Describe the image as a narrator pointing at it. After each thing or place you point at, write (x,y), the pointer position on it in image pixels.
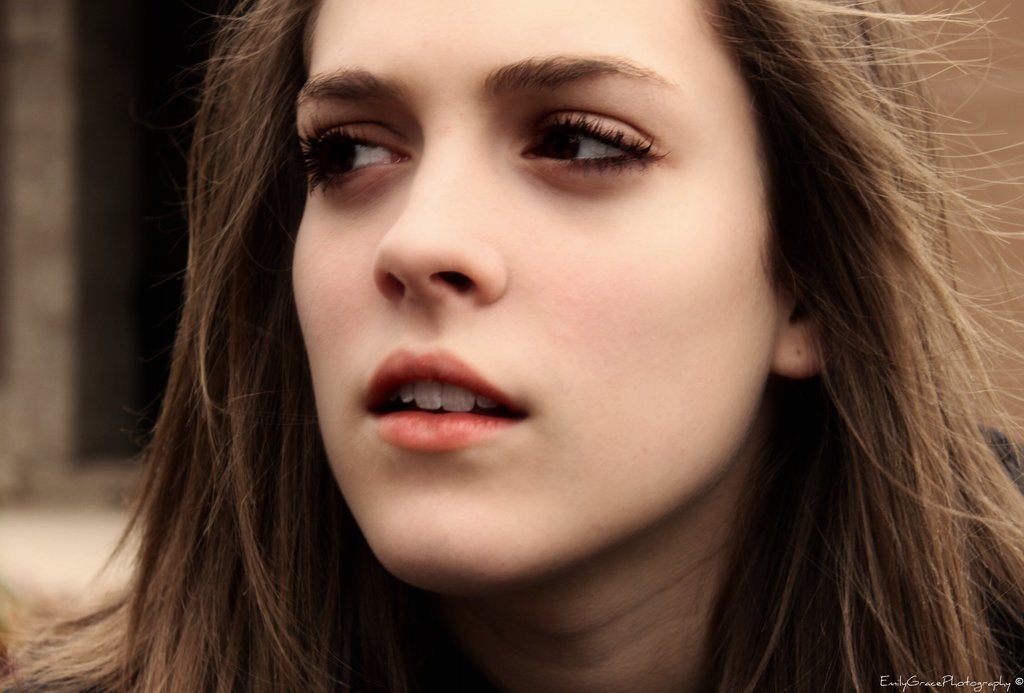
In the foreground of this picture (713,535), there is a woman's face (351,312) with loose hair (848,420) and the background (119,282) is blurred.
